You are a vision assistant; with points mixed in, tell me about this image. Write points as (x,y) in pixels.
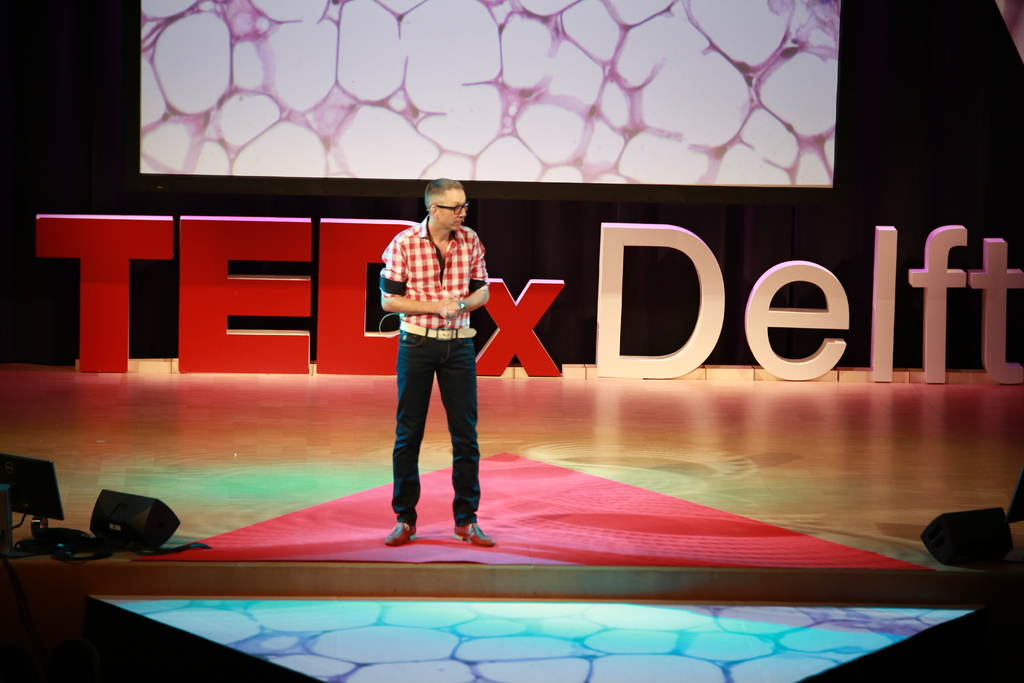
In this image, there is a person (467,297) standing on the stage (483,473). This person (465,271) is wearing clothes (451,262) and spectacles (461,203). There are speakers (154,512) in the bottom left (163,529) and in the bottom right of the image (964,553). There is a screen (588,141) at the top of the image (545,50).
